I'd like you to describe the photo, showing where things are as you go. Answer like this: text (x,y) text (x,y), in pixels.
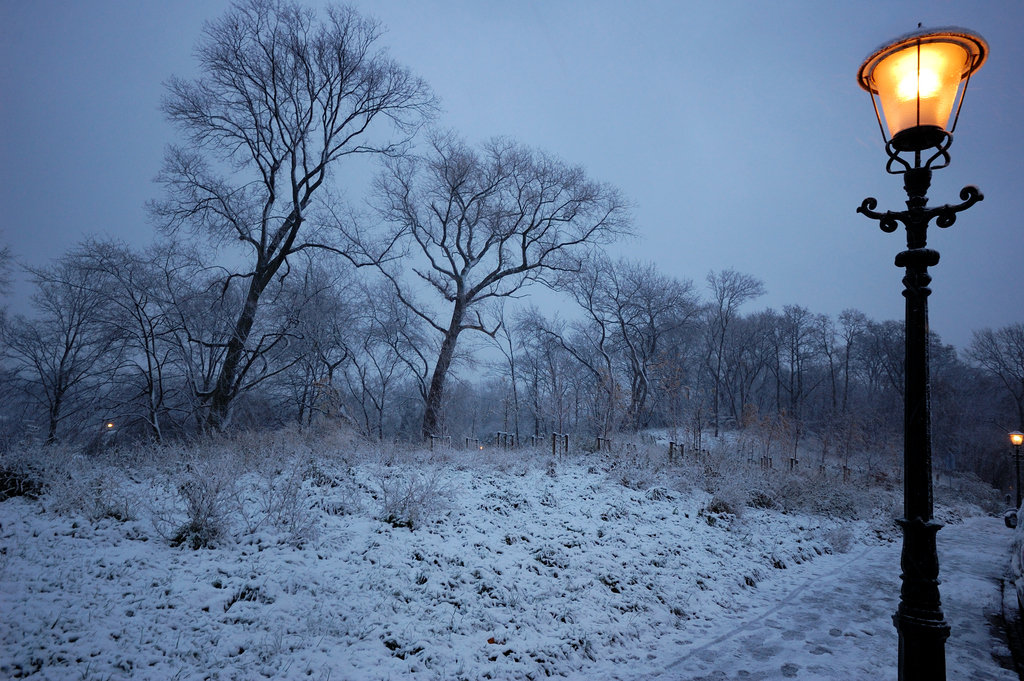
In this image there are few trees (512,283) and plants (587,436) on the land (546,549) which is covered with snow (544,604). Right side (924,676) there are few street lights (917,540). Top of the image (728,75) there is sky (702,98).
